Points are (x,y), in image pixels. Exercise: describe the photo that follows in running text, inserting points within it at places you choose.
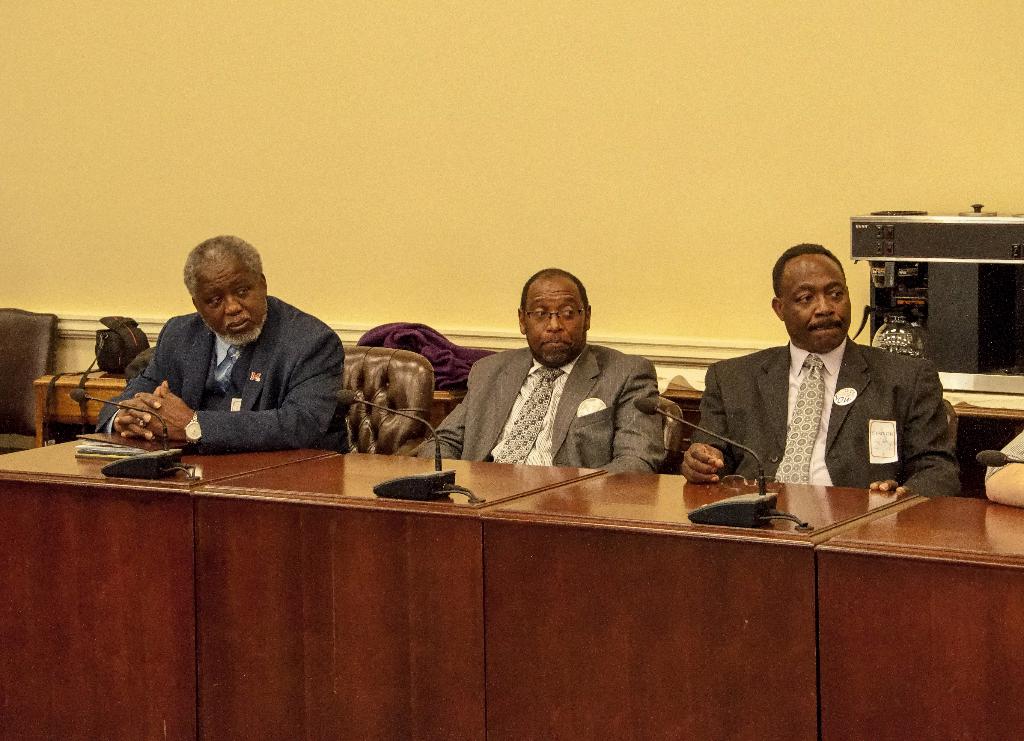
These three persons (879,385) are sitting on the chair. We can see tables (645,503) and chairs (16,393), on the table (749,488) there are microphones (751,453), book (140,448). On the background (340,109) we can see wall (527,164).
